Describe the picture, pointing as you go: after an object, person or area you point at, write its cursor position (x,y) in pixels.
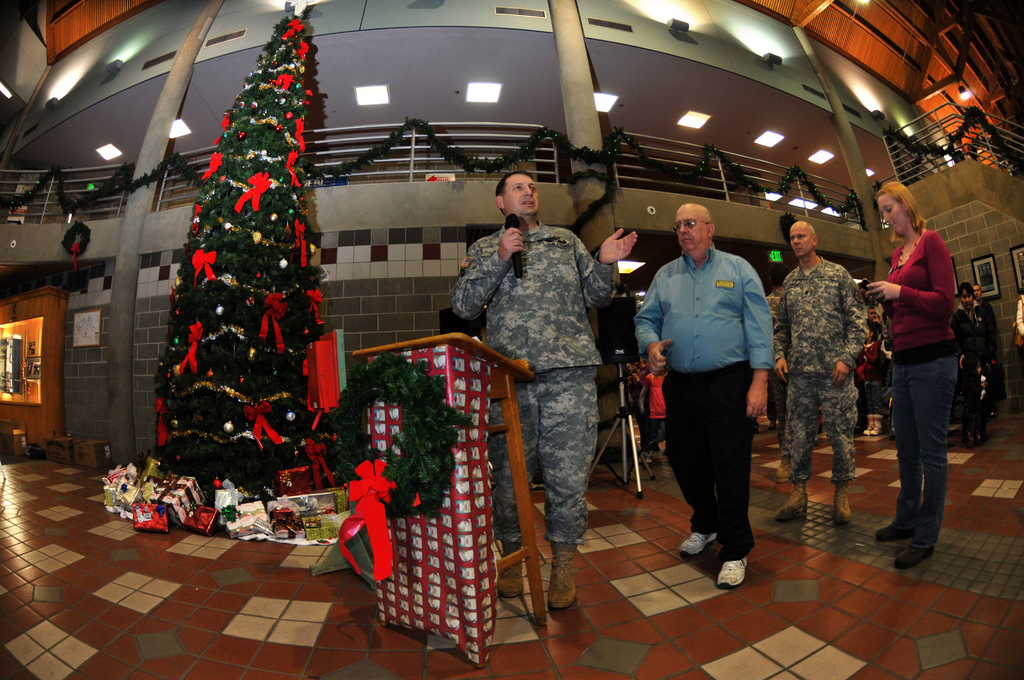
In this image, we can see people (834,355) and some are wearing uniforms (777,301) and one of them is holding a mic (516,270) and we can see a podium (455,380) and a garland (342,419). In the background (229,333), there is a christmas tree (227,408) and we can see some boxes (297,528) and there are garlands (530,156) hanging and we can see frames (983,259) on the wall (964,229) and there are lights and a stand (631,439) with a box (616,324). At the bottom (705,638), there is a floor (609,639).
